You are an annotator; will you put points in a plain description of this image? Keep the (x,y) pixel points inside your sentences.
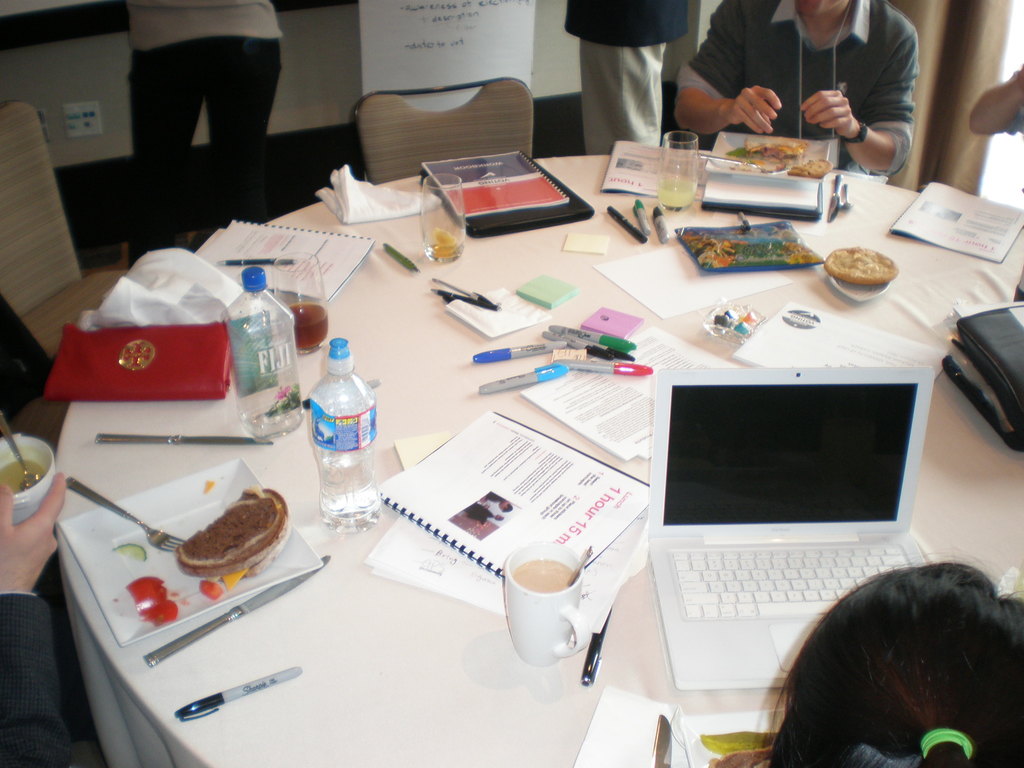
Some persons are sitting on a chairs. Some persons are standing. There is a table (494,240). There is a laptop (837,441), plate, pen (591,339), bottle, glass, paper (657,351), book (492,205) on a table (751,304).
